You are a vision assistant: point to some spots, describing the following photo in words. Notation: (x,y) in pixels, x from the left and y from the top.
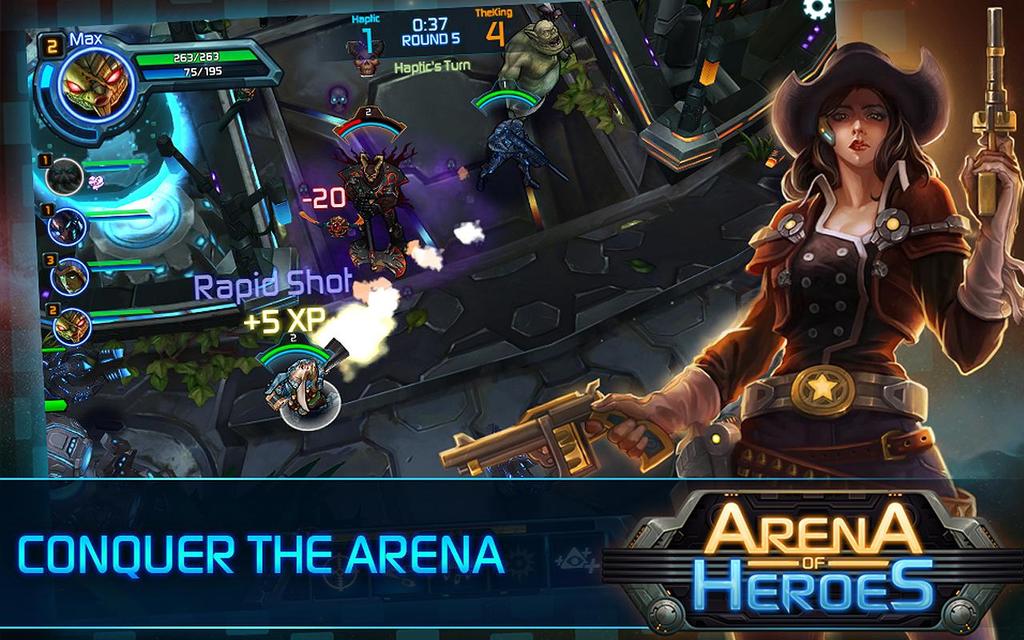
In this image we can see an animation of a lady (848,307) and few objects (214,193). There is some text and logos (841,545) in the image.
